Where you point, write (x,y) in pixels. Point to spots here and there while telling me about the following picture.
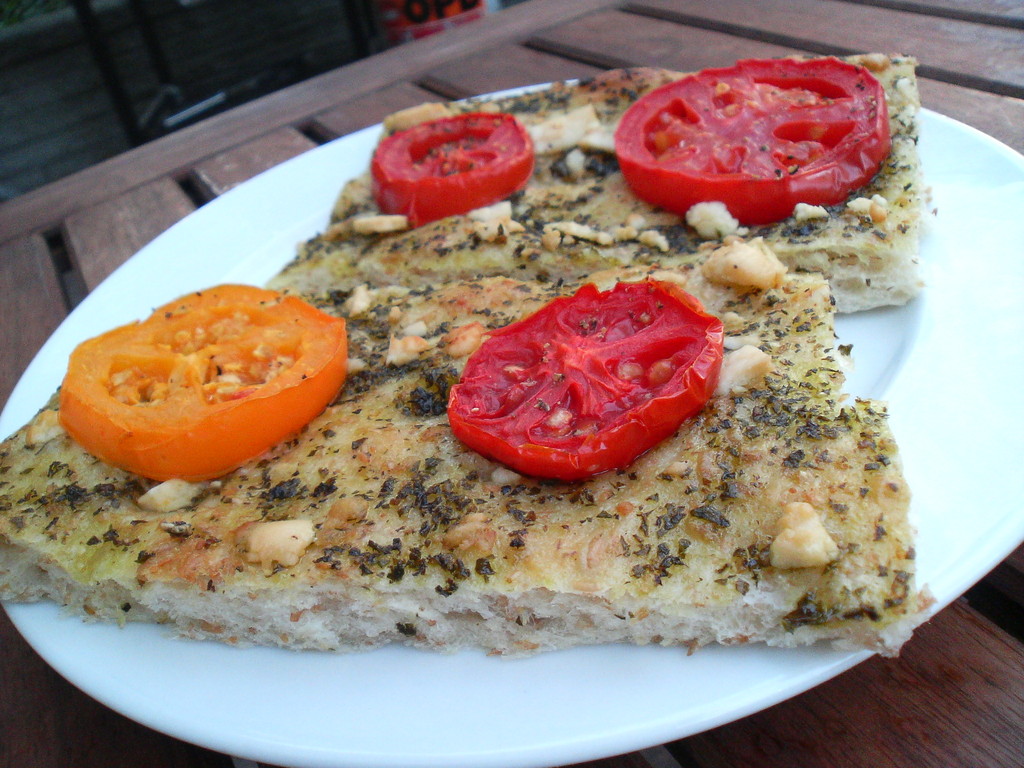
Background (361,11) portion of the picture is not clear. In this picture on a wooden platform (986,673) we can see the food (715,644), tomato slices (184,414) placed on a white plate (1001,430).
